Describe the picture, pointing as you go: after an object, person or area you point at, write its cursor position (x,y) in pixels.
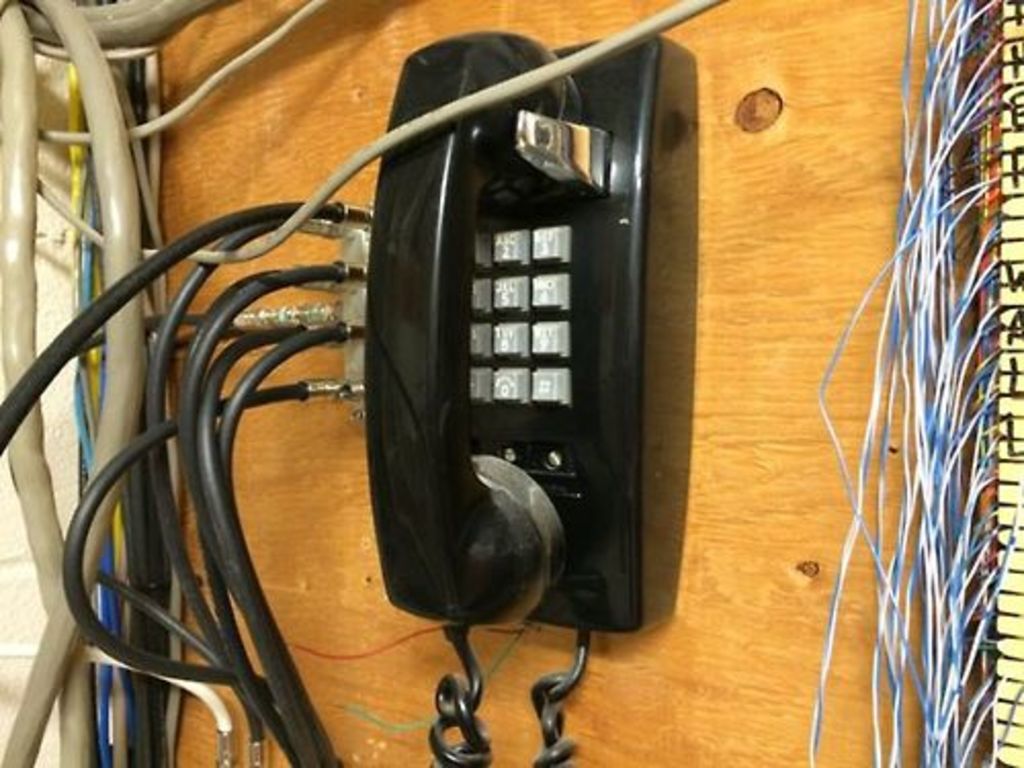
In this image we can see a wooden surface (719,297), telephone (425,233) and cables (987,528).
